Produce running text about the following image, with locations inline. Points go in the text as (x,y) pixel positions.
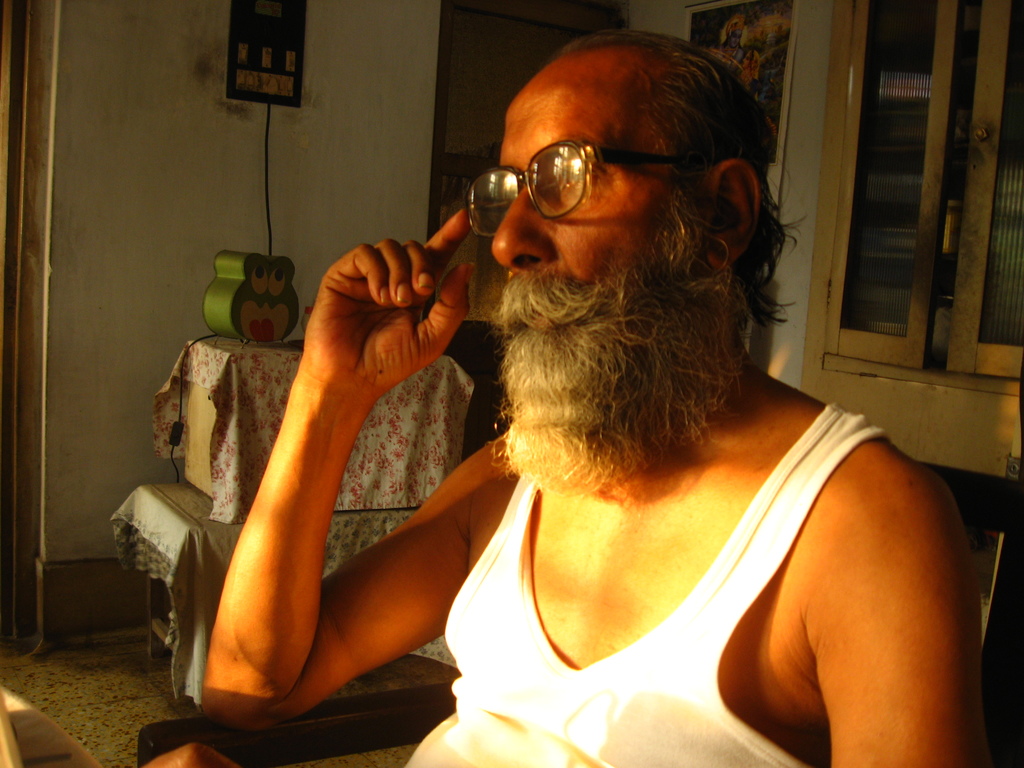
In this picture I can see a man (577,465) sitting on the chair (1009,488), there is a toy (263,340) and an object (207,483) on the table (172,524), there are clothes (252,484), there is a switch board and a calendar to the wall (819,160), there are some items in the cupboard (999,208).
